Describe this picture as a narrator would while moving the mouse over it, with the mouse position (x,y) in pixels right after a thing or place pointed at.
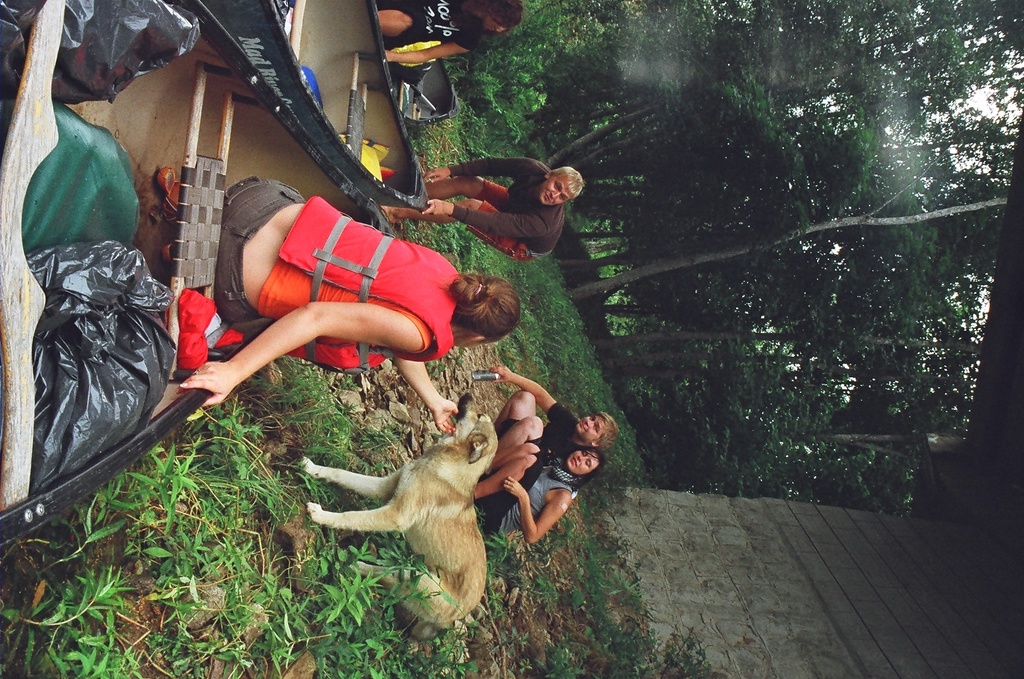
To the left side of the image (96,240) there are two boats (208,201). There is a lady (294,254) sitting in a boat (143,197). In the center of the image (466,427) there is a dog (495,440) there are people (521,401). In the background of the image (727,294) there are trees (890,422). To the right side of the image (874,544) there is a wall (747,574).
